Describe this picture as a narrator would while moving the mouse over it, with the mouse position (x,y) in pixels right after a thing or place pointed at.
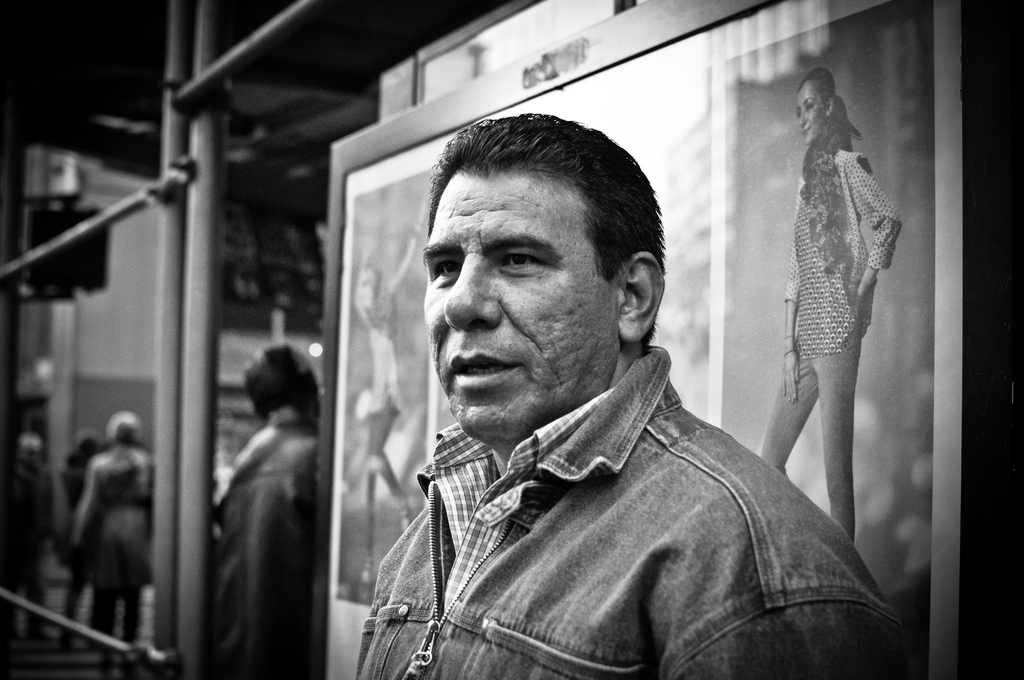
In this image I can see a person (592,493) in the foreground (524,420), backside of person (589,472) there is a board (814,97) on which I can see persons images (817,124), on the left side (14,327) I can see a fence (180,287), beside the fence (156,468) I can see persons (248,506).
